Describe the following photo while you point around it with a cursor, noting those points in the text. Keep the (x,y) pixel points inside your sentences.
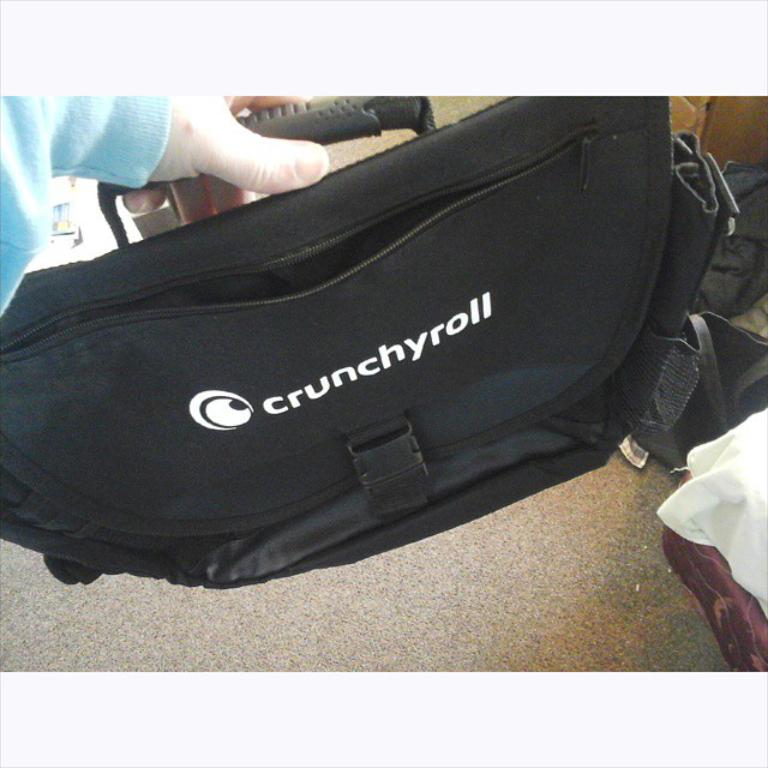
In this picture we can see a person's hand (161,172) who is wearing blue shirt (33,138). He is holding a black color bag (462,155). On the bottom right corner (690,587) there is a bed (764,612). Near to the bed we can see bags (725,357) and cloth (751,262).
